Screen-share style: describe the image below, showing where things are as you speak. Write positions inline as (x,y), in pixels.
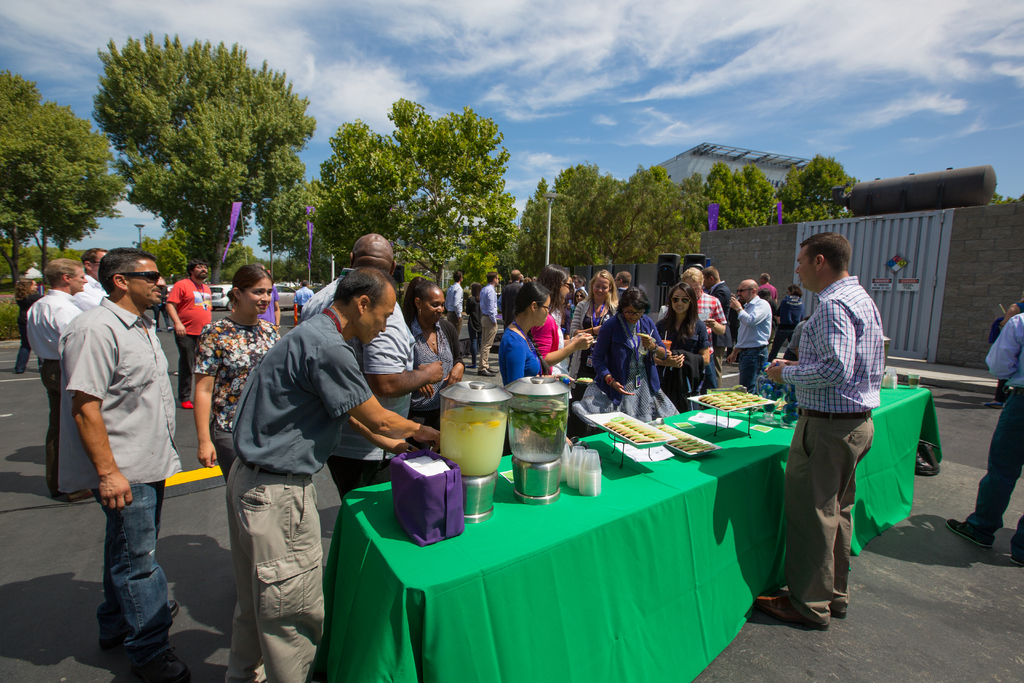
It is a outside view. So many peoples (414,311) are standing. There is a table (642,524) is covered with green color cloth (600,601). On top of it, there are so many food items (651,433) are placed. Here we can see plastic glasses (582,478) and bag (442,520) on there. Right side (967,279), we can see wall (758,256), here we can see speaker (666,274). At the background (614,221), we can see so many trees (659,221), banner (231,218), house (685,158) and cloudy sky (572,106) here.
